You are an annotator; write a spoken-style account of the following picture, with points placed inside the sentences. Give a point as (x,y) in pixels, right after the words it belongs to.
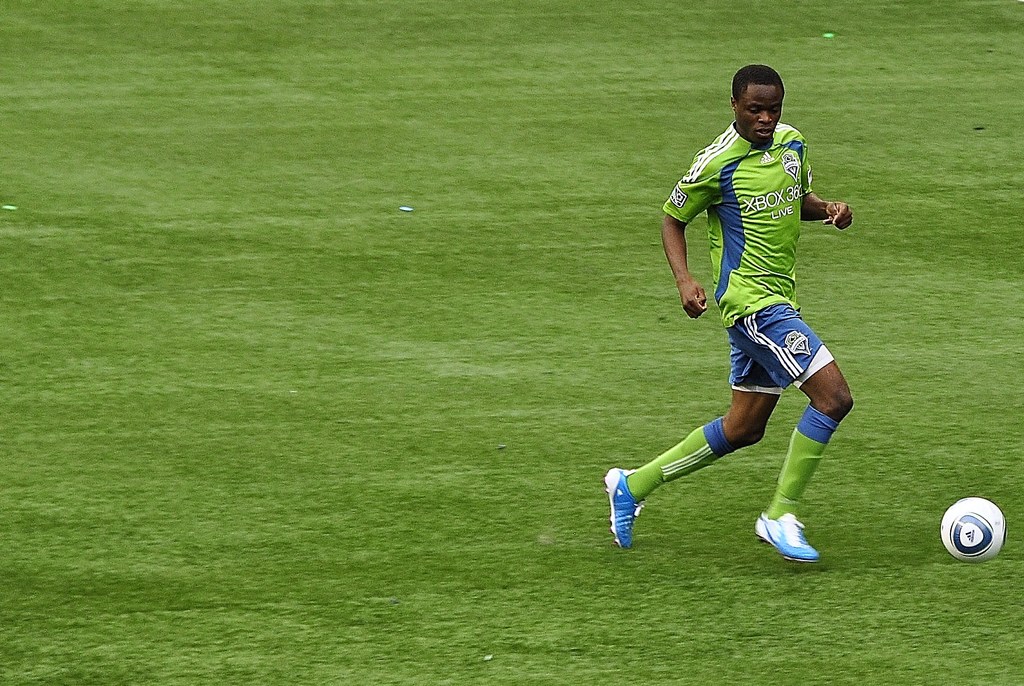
In this picture there is a man (768,159) who is wearing t-shirt (753,275), short (746,359) and shoes (621,487). He is running towards the football (970,537). In the left (248,485) there is a football ground (517,474). At the bottom (451,612) I can see the grass (466,604).
